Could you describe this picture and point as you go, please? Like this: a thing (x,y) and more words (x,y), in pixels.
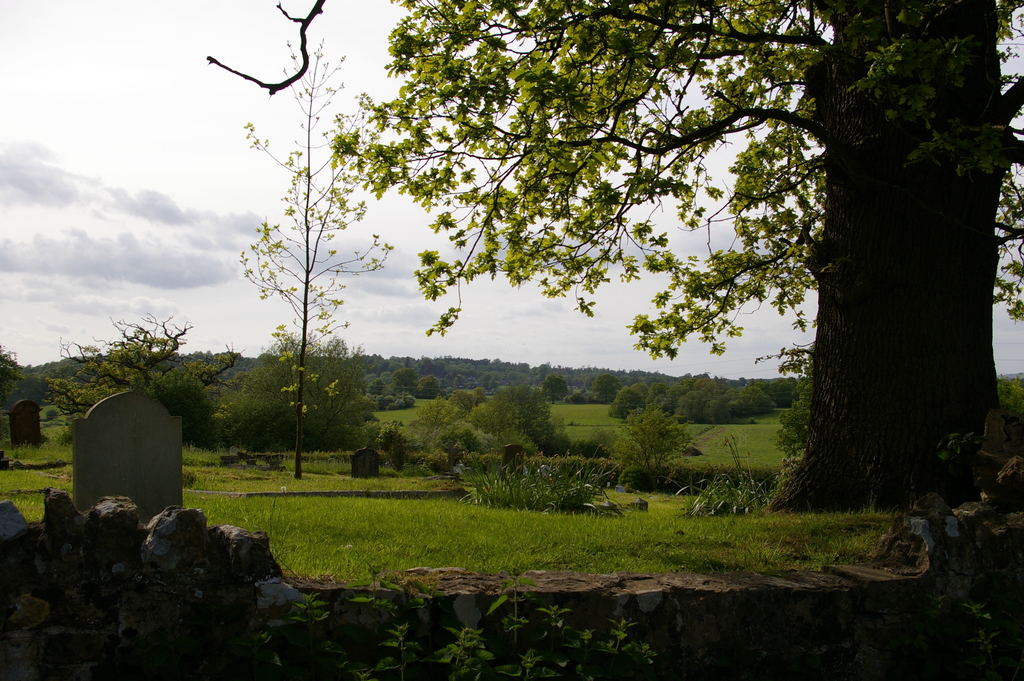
In the foreground of this image (507,629), there is uneven stone surface (433,599) and a headstone (112,458). We can also see a tree (879,292), grass (295,527) and plants (739,492). In the background (226,418), there are few headstones (512,463), trees (391,392) and the sky (170,174).
